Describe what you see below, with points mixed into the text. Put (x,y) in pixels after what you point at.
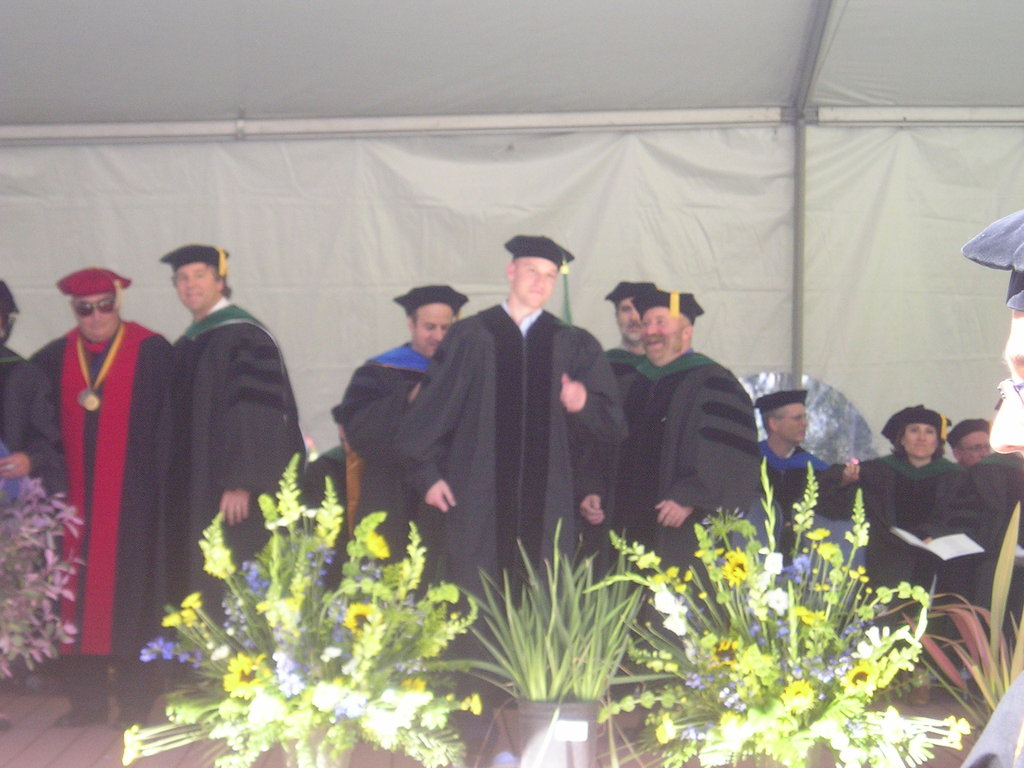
In this picture I can see people (501,356) wearing academic dresses (466,364). I can see the plant pots (585,669). I can see flower pots (429,653).
